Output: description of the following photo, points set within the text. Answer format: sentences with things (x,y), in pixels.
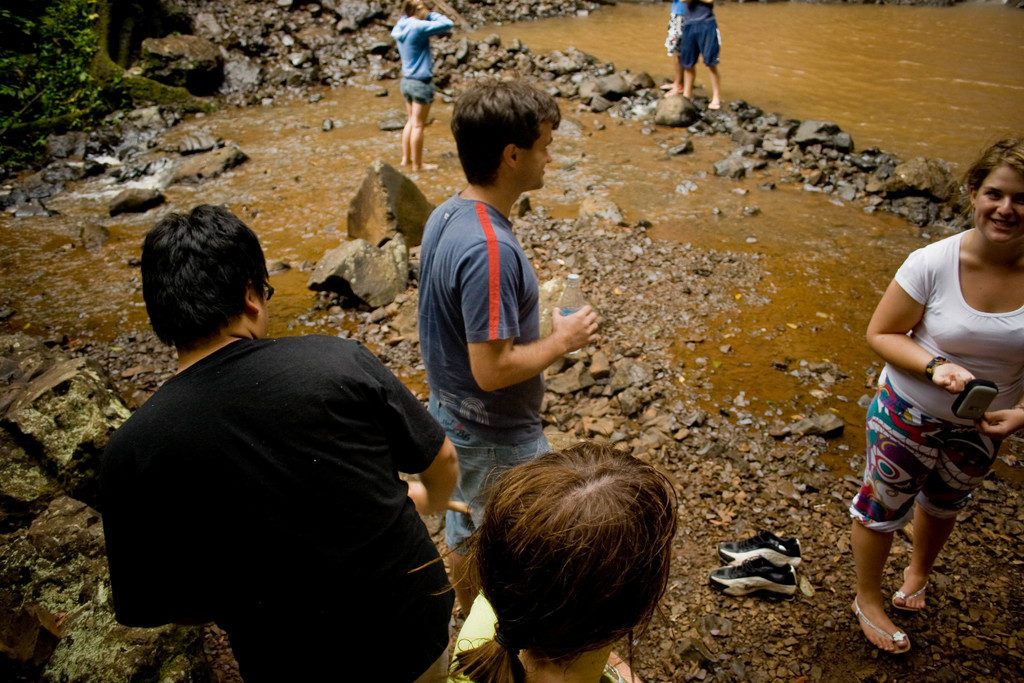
In this image we can see a man (527,266) holding the bottle (572,276). We can also see a woman (933,305) standing and holding an object (989,400). We can see the people (463,426), footwear (740,550), stones (658,430), rocks (207,47), plants (99,39) and also the water (791,7).
